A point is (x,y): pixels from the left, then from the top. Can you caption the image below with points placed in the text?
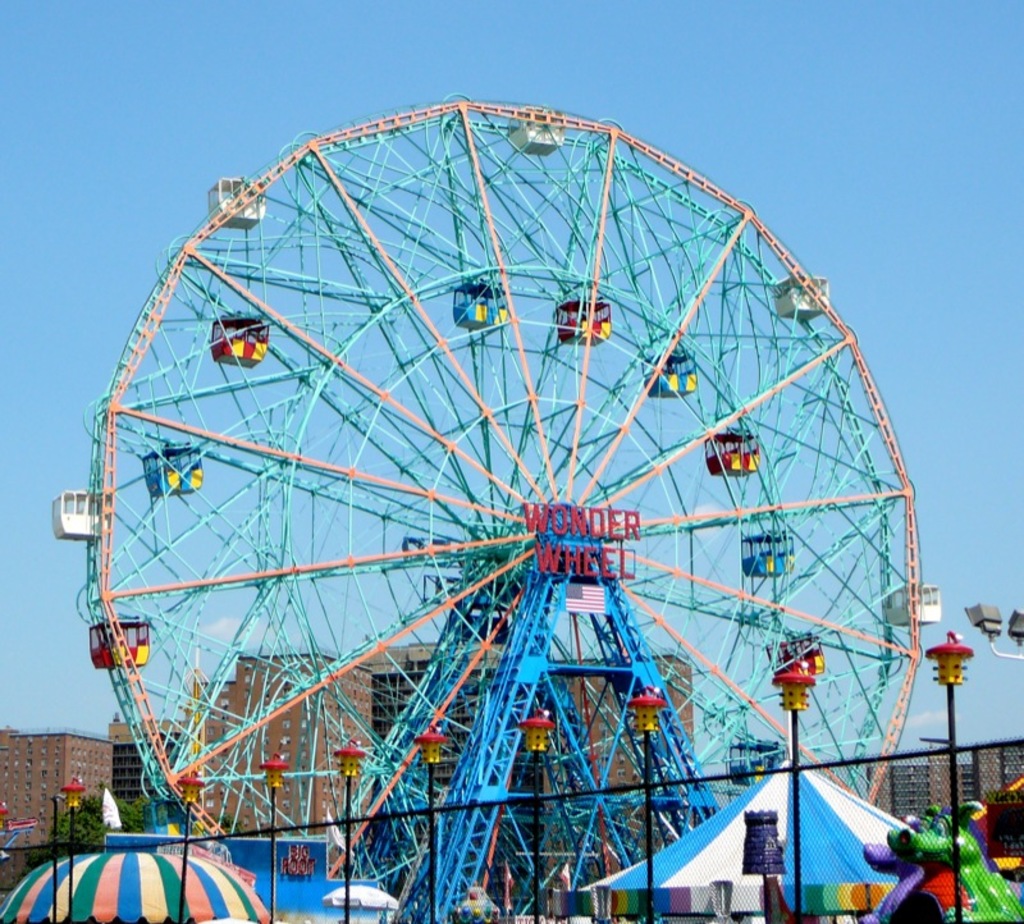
In this image, I can see a giant wheel (318,672) with the cabins (228,220). This is a name board (565,534) attached to a giant wheel (544,625). I can see the tents (728,837). At the bottom of the image (944,855), these look like the iron grilles (393,814) and the toys (933,849). In the background (57,760), I can see the buildings (112,737). This is the sky (591,55).
